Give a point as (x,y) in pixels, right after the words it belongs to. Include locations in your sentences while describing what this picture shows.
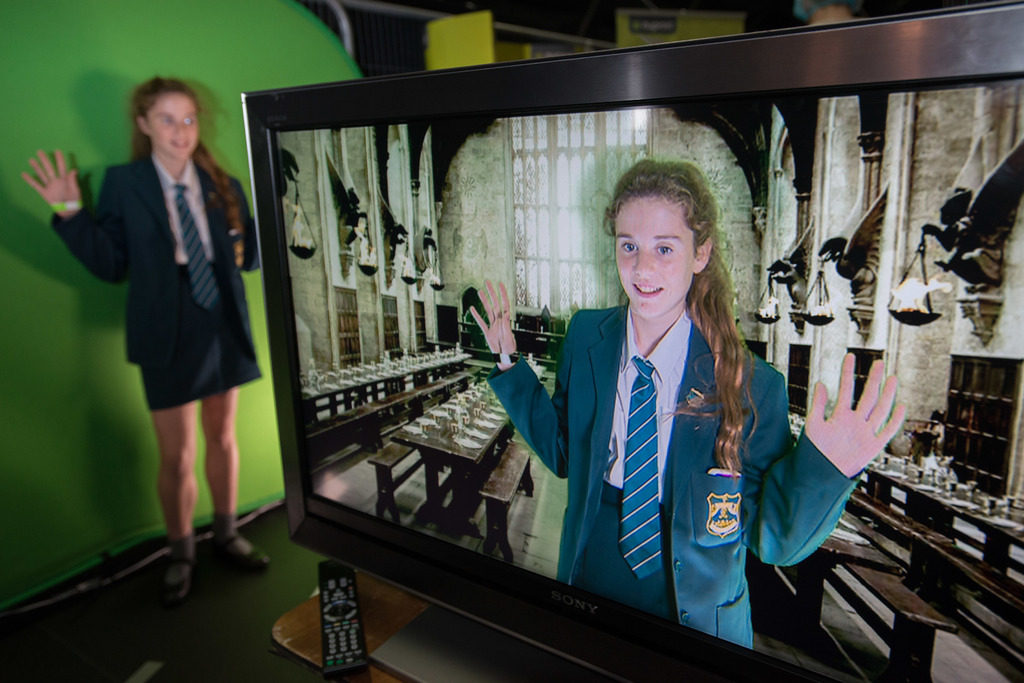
There is a television (716,460) which displays picture (617,439) of a woman (623,433) wearing green dress (684,450) and there is a remote (329,612) beside it and there is a women (165,143) standing in the left corner (164,272).
